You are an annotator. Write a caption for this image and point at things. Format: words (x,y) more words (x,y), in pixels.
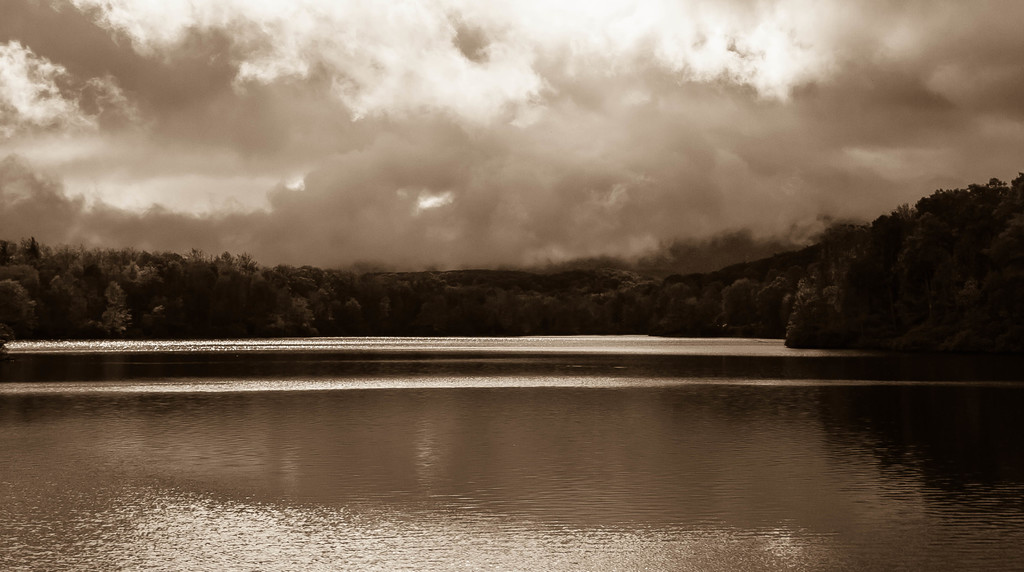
In the image in the center (493,349) we can see trees (106,286), water (523,419) and hill (748,248). In the background (414,68) we can see the sky (553,107) and clouds (535,160).
